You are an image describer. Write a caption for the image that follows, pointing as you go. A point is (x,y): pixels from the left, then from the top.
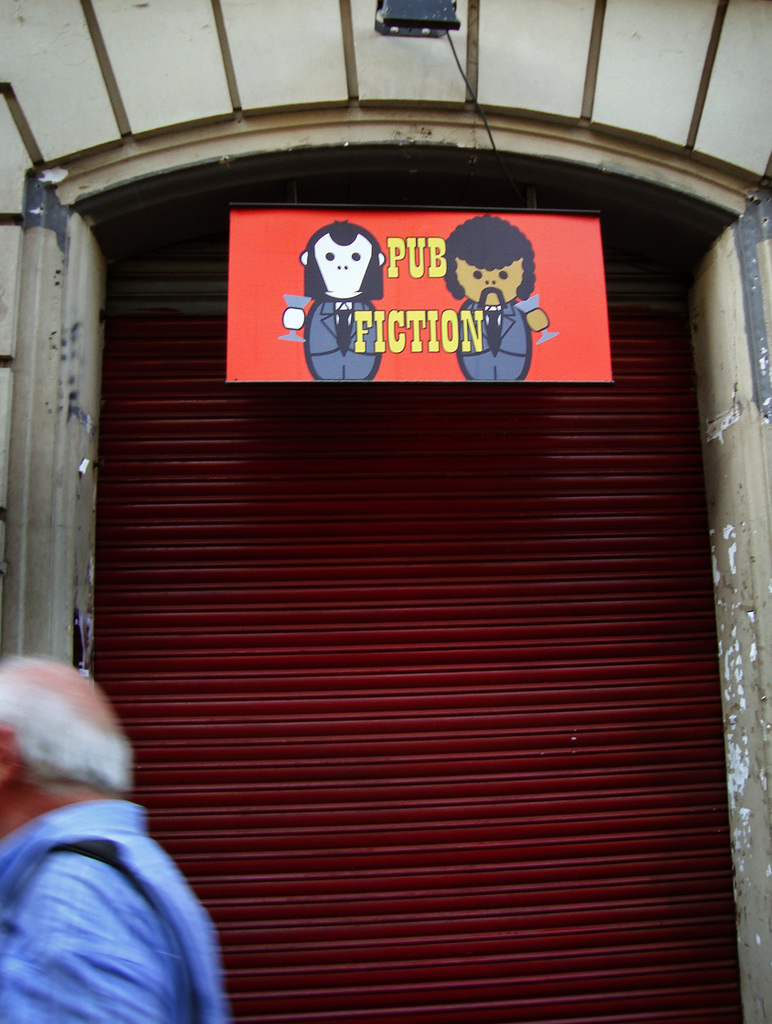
A person (106,1021) is present at the left (80,884) wearing a blue shirt (135,957). There is a shutter (439,545) at the back (496,402) and a board (421,357) is hanging above it.
